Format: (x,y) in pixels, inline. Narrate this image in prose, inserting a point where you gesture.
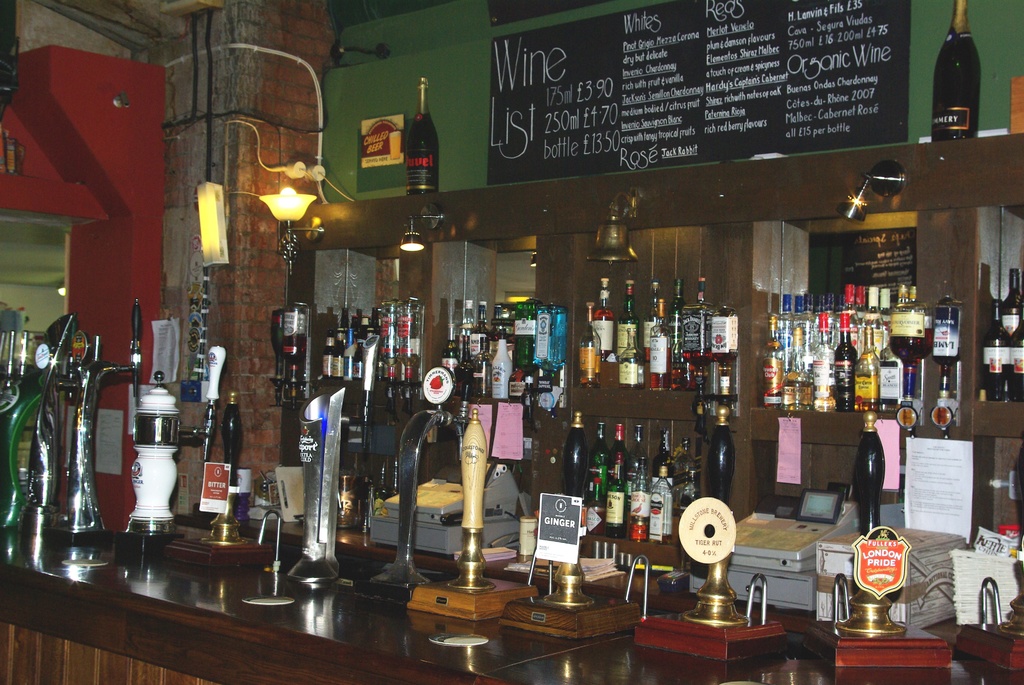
There are many bottles (725,358) and some other objects (746,539) placed on the shelves (758,398).
